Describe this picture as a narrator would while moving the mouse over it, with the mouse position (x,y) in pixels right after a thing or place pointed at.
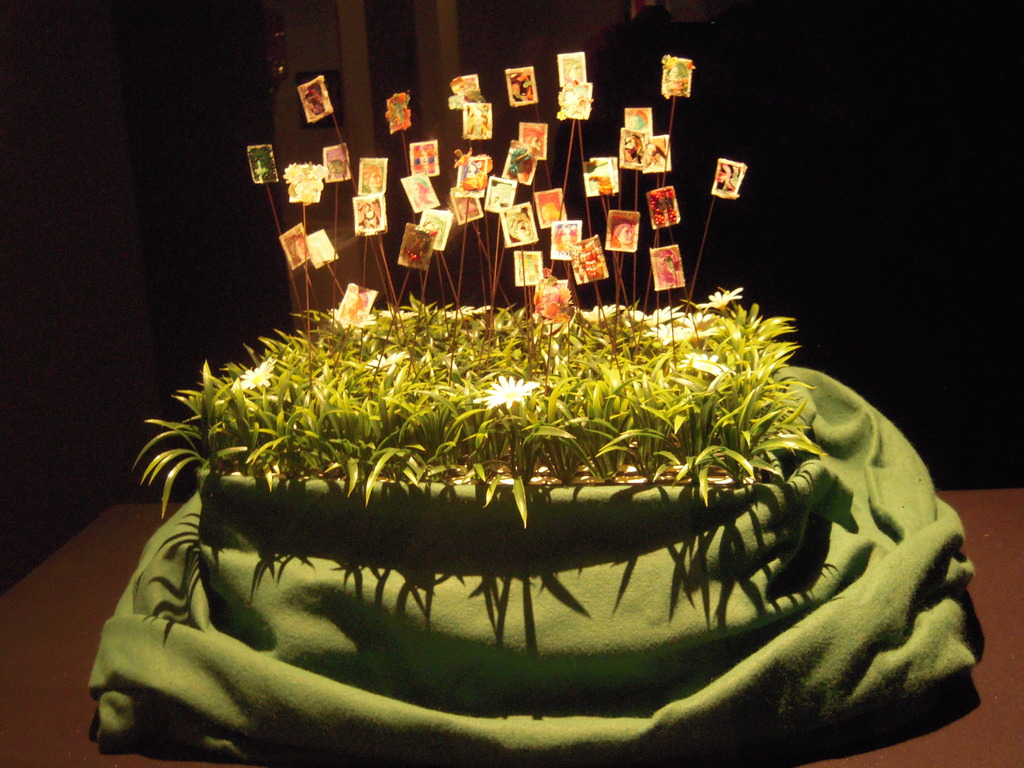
In this image, we can see stickers (546,194) attached to sticks (548,378) and are placed in the flower pot (575,407) and we can see a bag (511,672). At the bottom (995,743), there is table (1003,606) and in the background (279,69), there is wall (491,43) and some of it is dark.
